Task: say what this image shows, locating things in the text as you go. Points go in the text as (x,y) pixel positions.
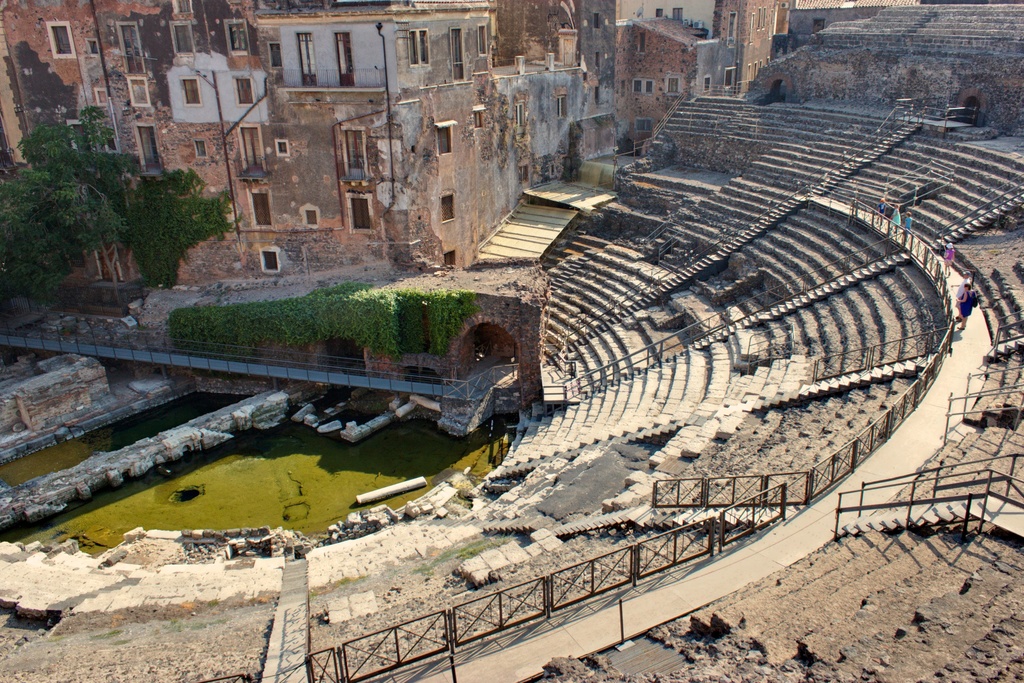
In this image there is a building (305,199), in front of the building (232,252) there are trees (6,204) and a pond (208,471), around the pond (417,471) there are stairs (649,505) and railing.
